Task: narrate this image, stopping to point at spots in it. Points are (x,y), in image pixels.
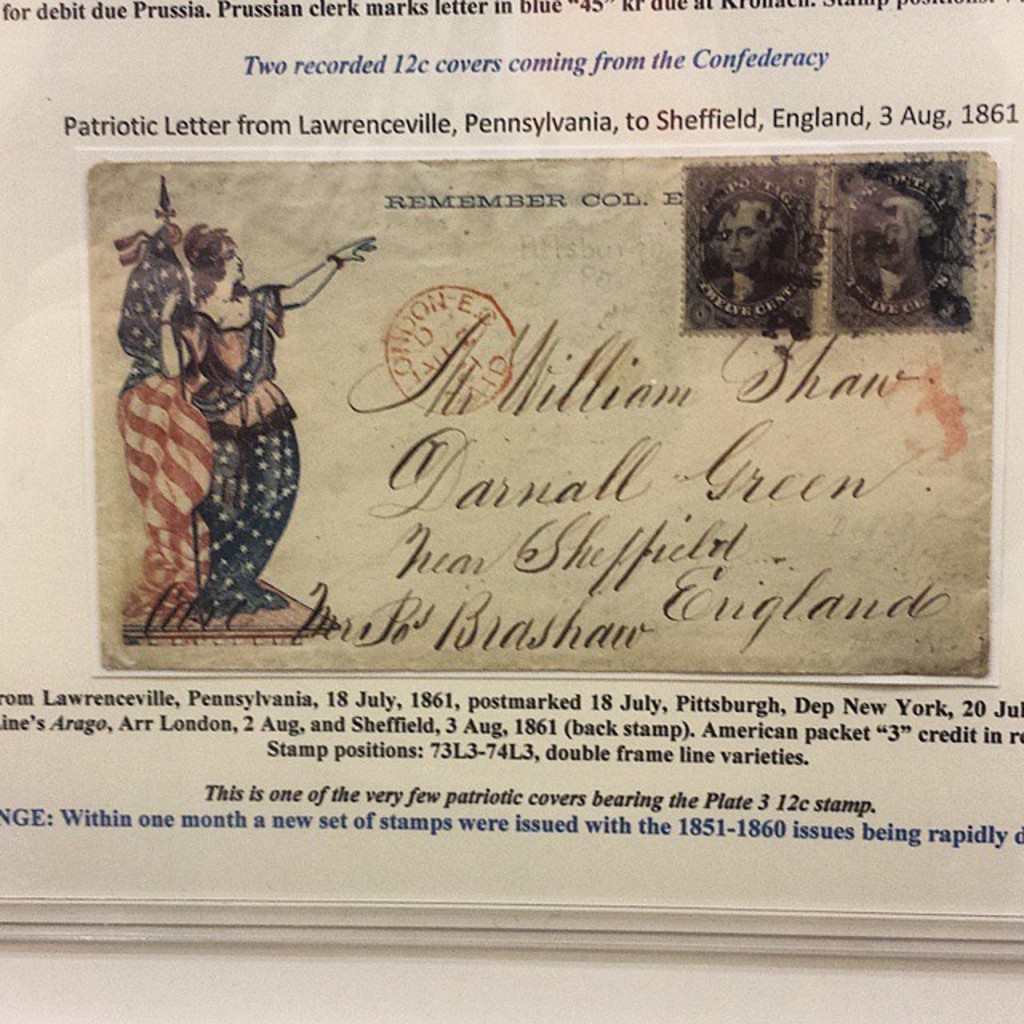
It is a poster (468,694). In this image there are depictions of persons (281,526) and there is some text (543,705).
